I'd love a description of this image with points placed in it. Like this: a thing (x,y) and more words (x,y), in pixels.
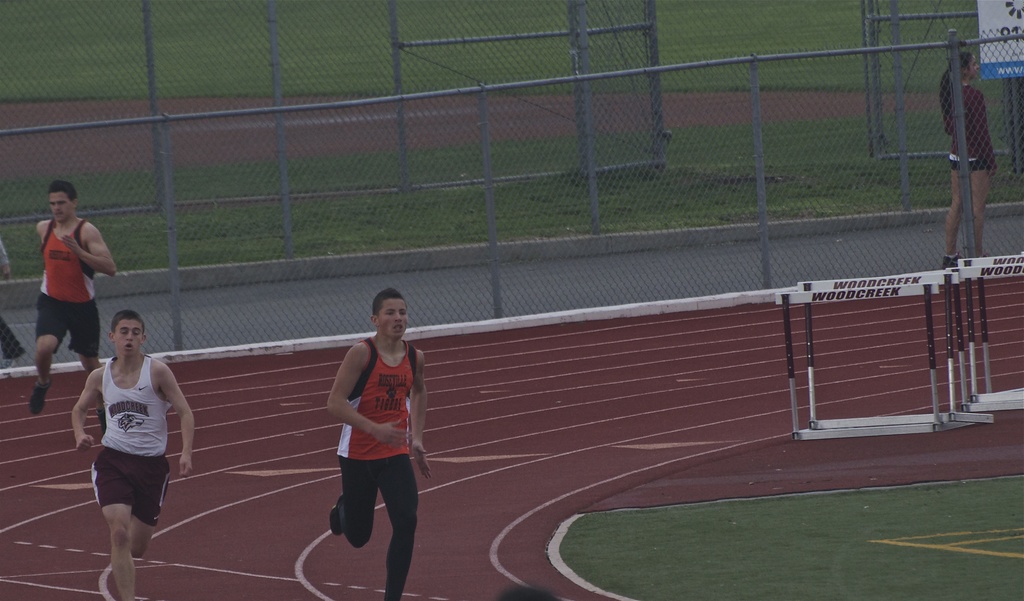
In this image I can see three persons (133,466) running. The person (145,477) in front (125,439) wearing white and black color dress (126,453) and the person (357,443) at right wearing red and black color dress (371,447). Background (964,146) I can see a railing (936,116), I can also see a person (947,74) standing and a white and blue color board (995,25) attached to the pole (955,56).
